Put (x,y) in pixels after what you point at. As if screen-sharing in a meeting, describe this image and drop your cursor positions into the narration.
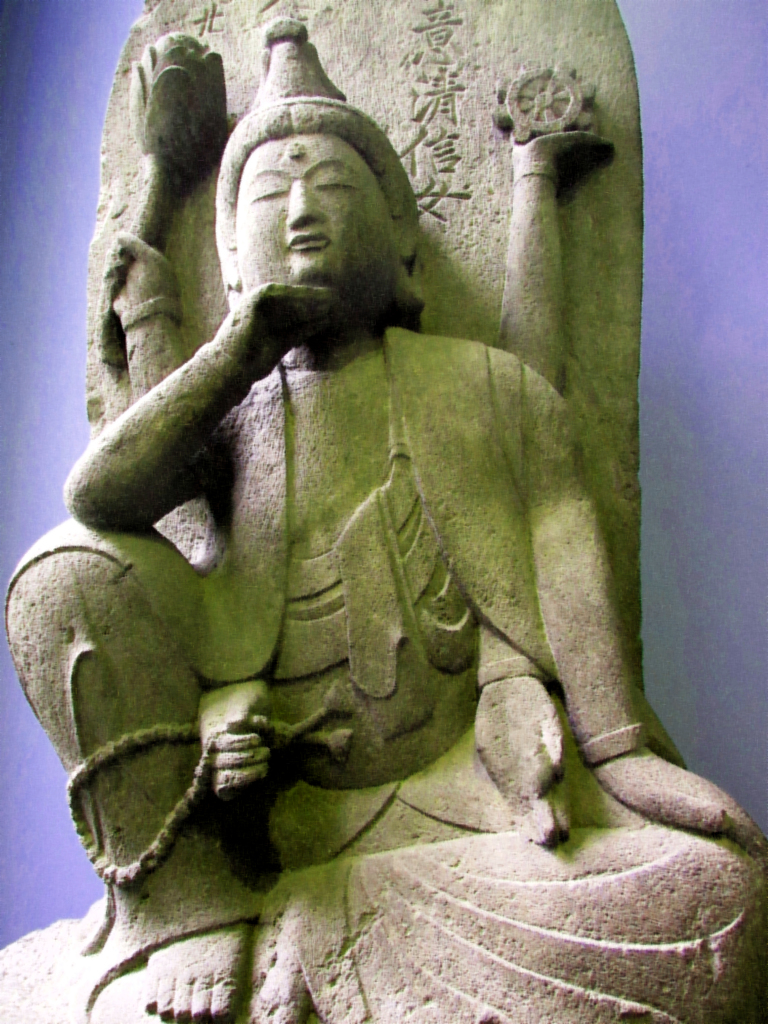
In the middle of this image (487,443), there is a statue of a person (344,187) on a platform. In the background (62,508), there is a blue color wall (730,537).
